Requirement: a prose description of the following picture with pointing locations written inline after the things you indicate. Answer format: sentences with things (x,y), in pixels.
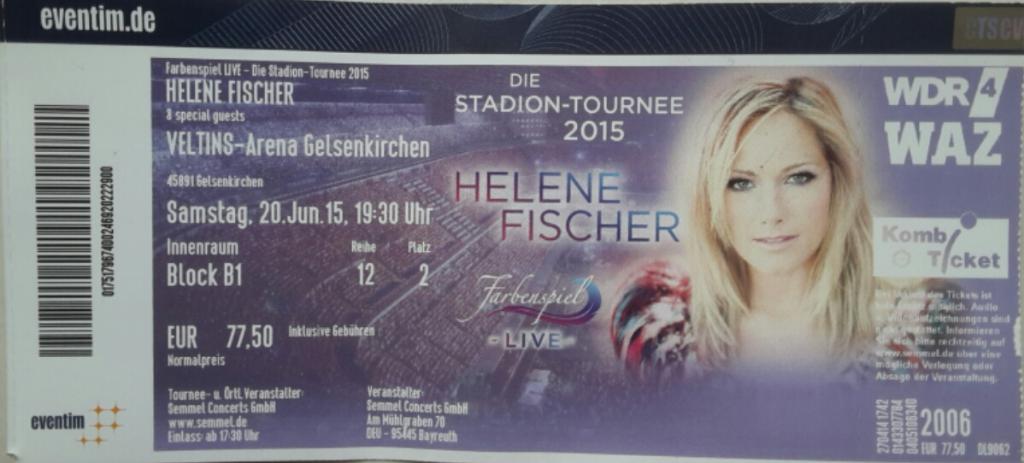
In this image we can see the face (752,228) of a lady (770,204) and some text (291,156).
